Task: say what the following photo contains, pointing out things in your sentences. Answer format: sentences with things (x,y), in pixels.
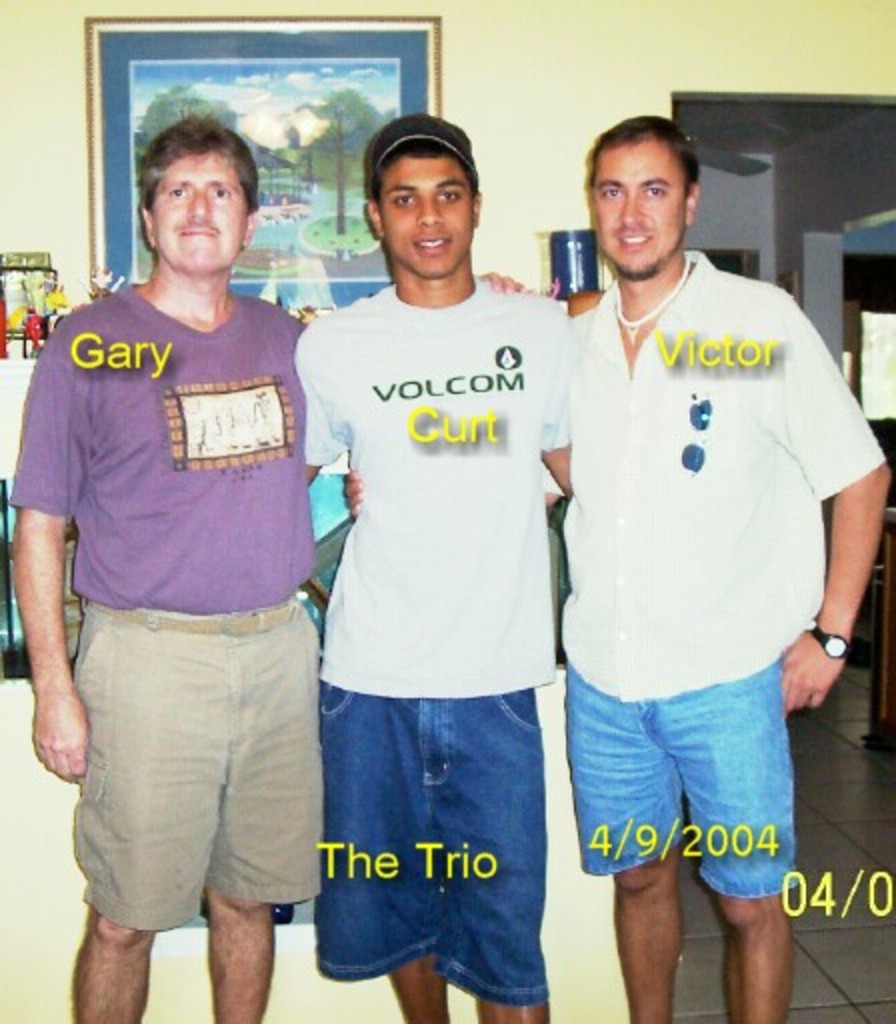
In this image I can see three persons (795,378) on persons (141,382) I can see text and at the top (568,156) I can see the wall (496,41), on the wall (542,41) I can see there is a photo frame (118,228).
